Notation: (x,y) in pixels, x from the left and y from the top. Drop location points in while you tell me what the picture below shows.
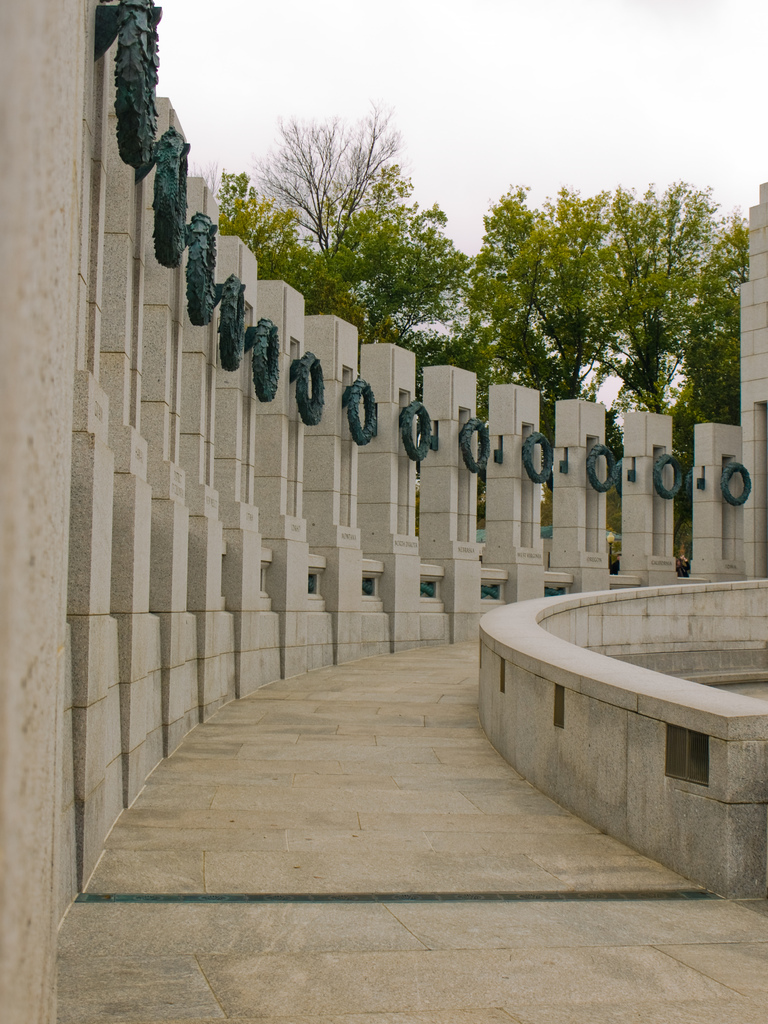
This image consists of some building (326,497). There are trees (603,379) in the middle (512,345). There is sky (346,69) at the top (324,56).
